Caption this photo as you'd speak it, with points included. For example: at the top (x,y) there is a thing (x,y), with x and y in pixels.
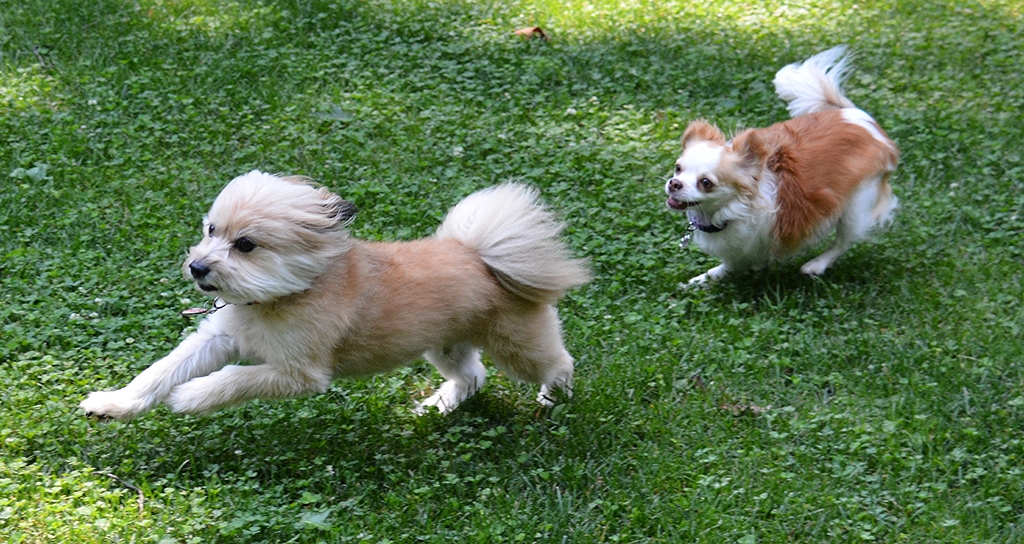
In the picture we can see two dogs (347,348) on the ground (237,150), there is grass (59,193) on the ground (83,214).
